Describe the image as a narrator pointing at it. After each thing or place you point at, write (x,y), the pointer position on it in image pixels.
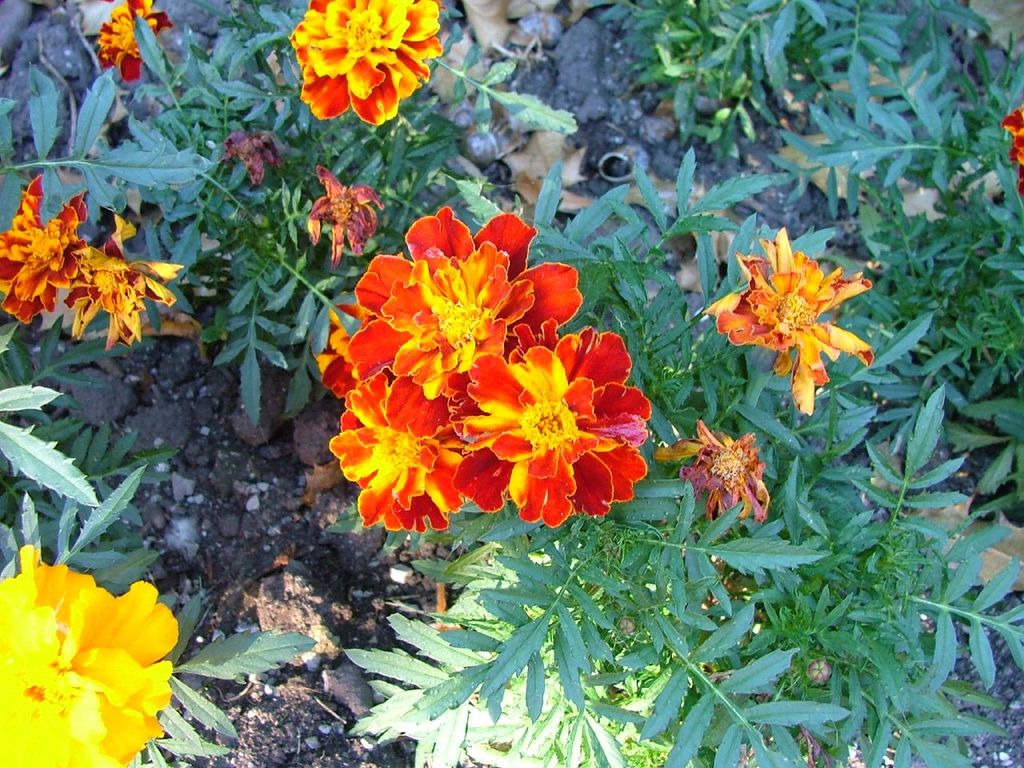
There are beautiful yellow and red flowers (444,372) to the plant (455,425).
